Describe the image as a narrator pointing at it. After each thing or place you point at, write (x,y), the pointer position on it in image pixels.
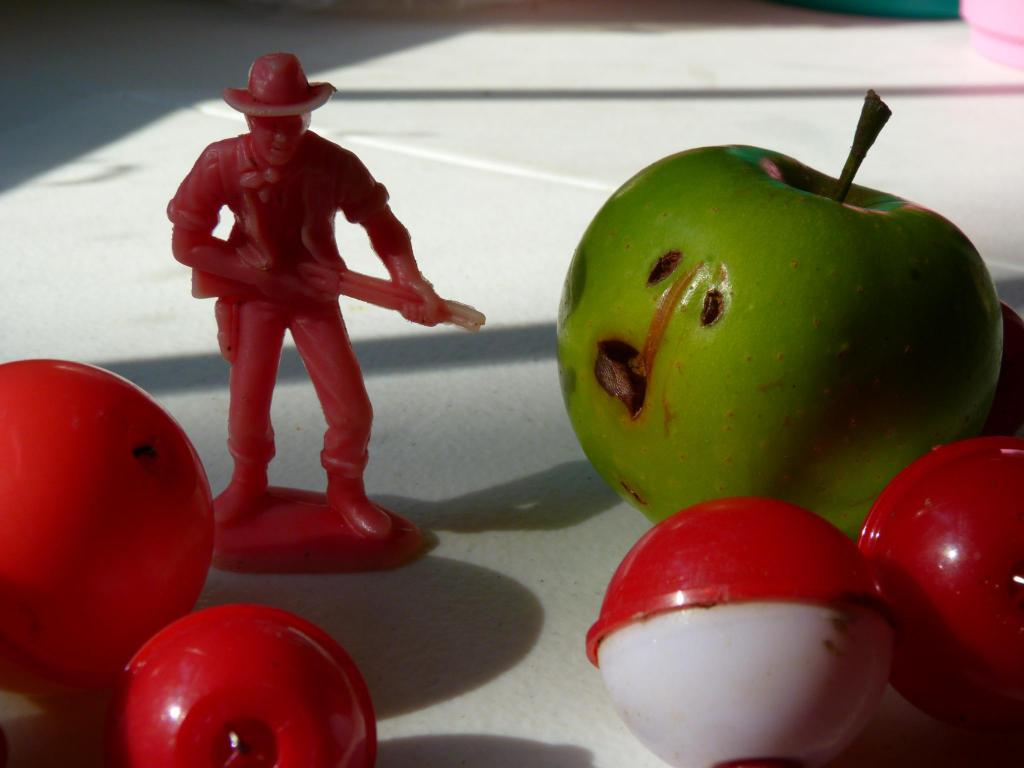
In this image we can see a depictions of a person (306,357). There are balls (614,634). There is a fruit (710,361) on the table (461,630).
